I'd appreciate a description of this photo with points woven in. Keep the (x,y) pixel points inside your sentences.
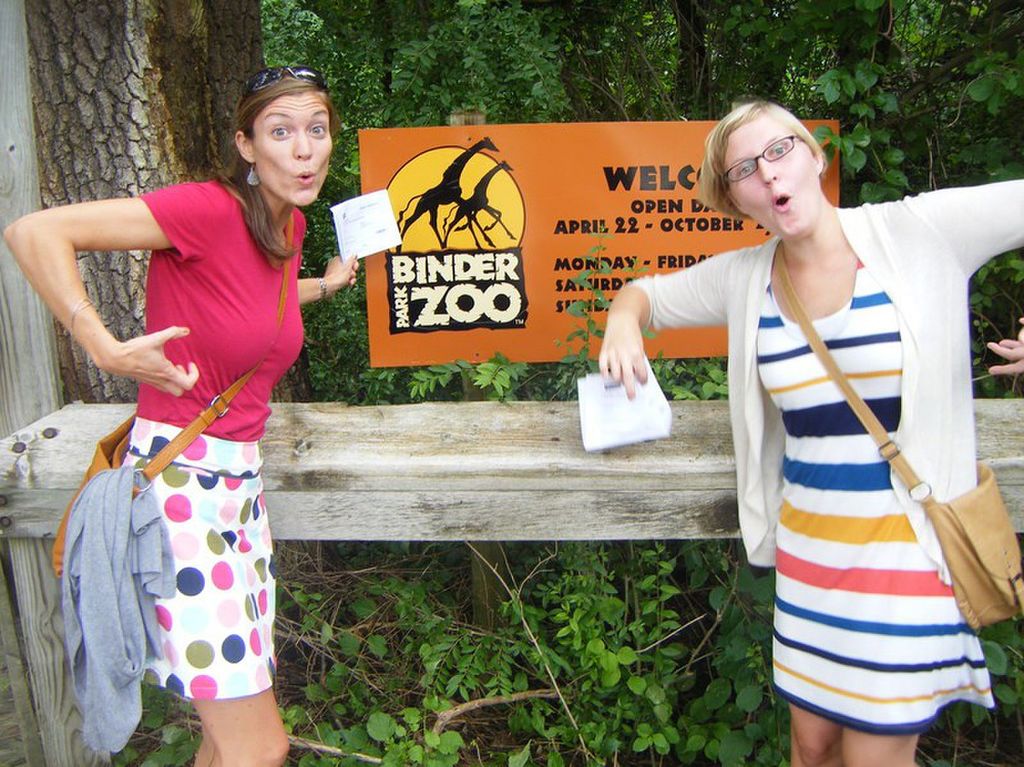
In the center of the image (674,301) we can see two ladies (265,253) are standing and wearing bag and holding the papers (614,440). In the background of the image (434,291) we can see a board (499,289), railing (484,447), trees (129,307).
